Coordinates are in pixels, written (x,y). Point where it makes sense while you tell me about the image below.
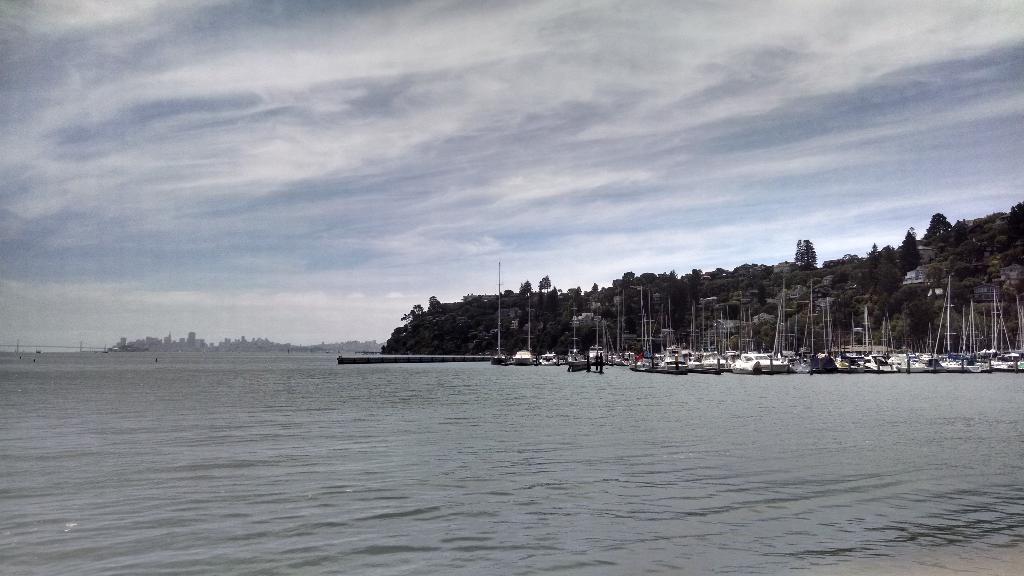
On the right side of the image (753,346) there are ships (1019,346). At the bottom (103,414) we can see a sea (556,487). In the background (448,341) there is a hill (438,330) and sky (338,184).
